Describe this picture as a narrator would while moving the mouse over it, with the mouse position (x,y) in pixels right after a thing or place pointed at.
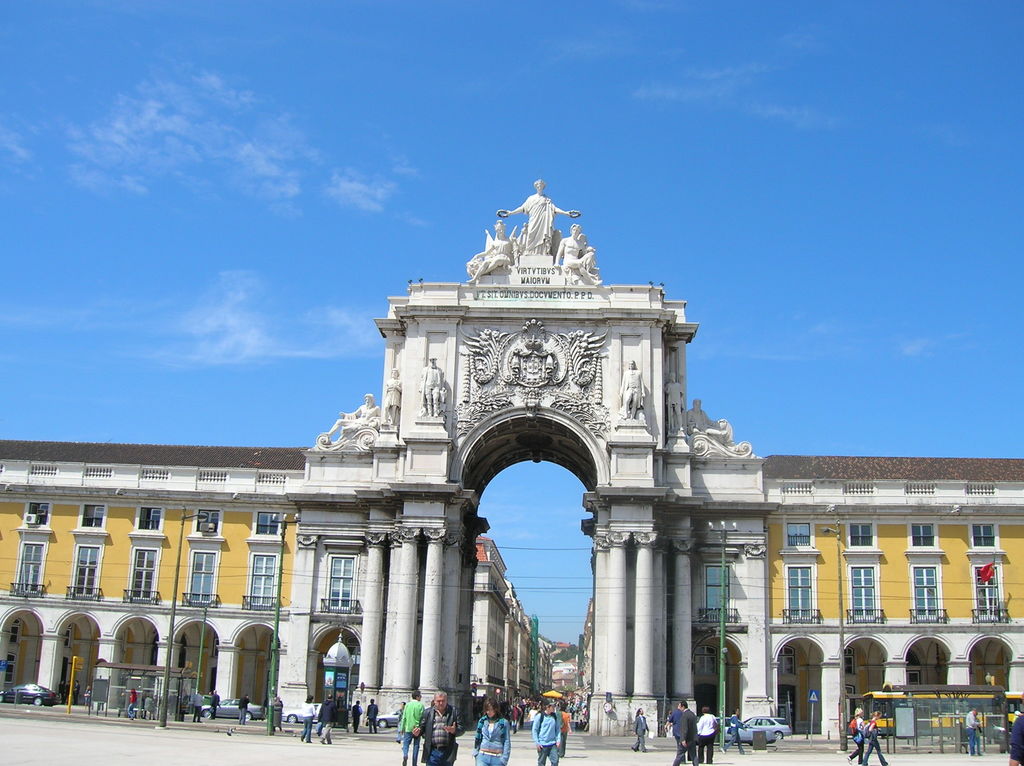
At the center of the image (466,456) there are some buildings (785,589), in front of the buildings (877,606) there are some vehicles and some people (688,722) are on the road (532,730). In the background (500,122) there is the sky (612,146).
